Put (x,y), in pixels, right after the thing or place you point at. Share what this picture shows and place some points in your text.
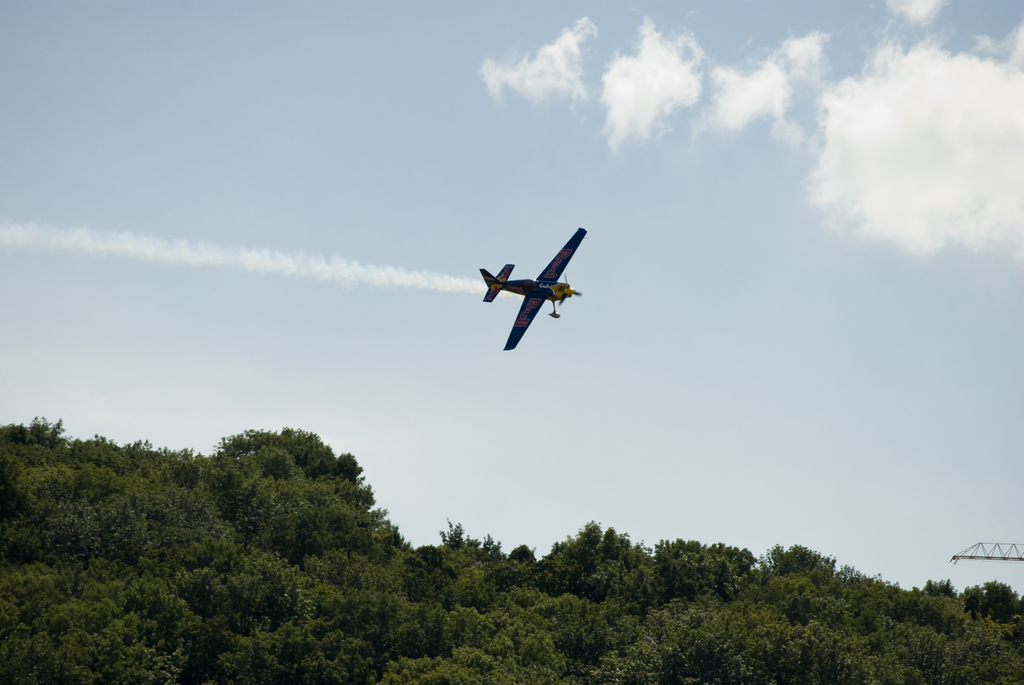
In this picture we can see plane (574,293) which is flying. On the bottom (824,668) we can see trees (431,650) on the mountain (369,654). On the bottom right corner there is a crane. On the top (599,5) we can see sky (810,83) and clouds (807,35). Here we can see smoke (377,283) which is coming from the plane (509,286).
